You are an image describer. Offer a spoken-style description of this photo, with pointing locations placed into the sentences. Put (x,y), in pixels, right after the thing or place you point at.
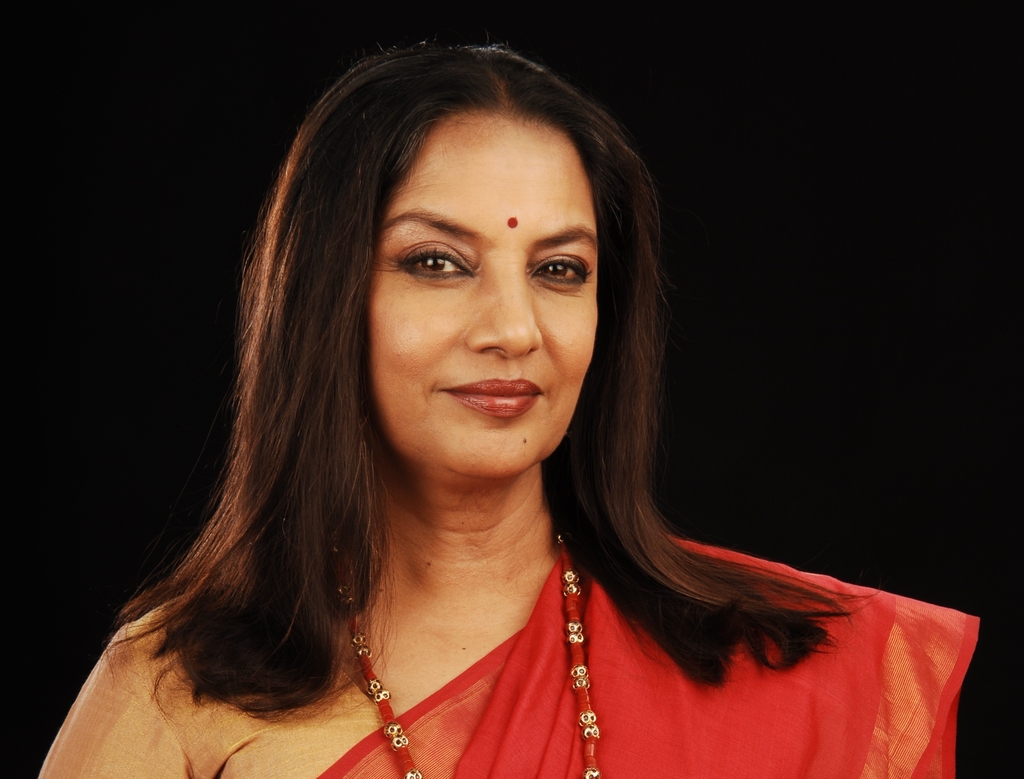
In this image there is a picture of shabana azmi (377,436).
